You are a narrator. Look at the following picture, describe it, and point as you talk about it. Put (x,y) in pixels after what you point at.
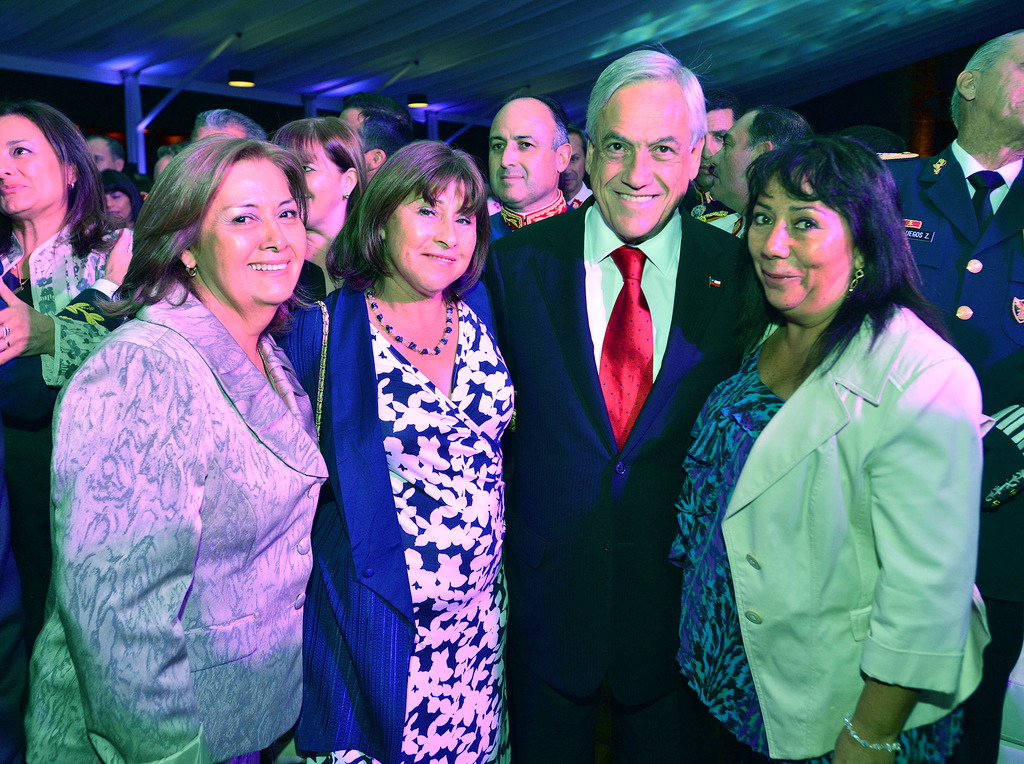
In front of the image there are four people (508,312) having a smile on their faces (268,292). Behind them there are a few other people (1002,345) standing. On top of the image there are lights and metal rods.
